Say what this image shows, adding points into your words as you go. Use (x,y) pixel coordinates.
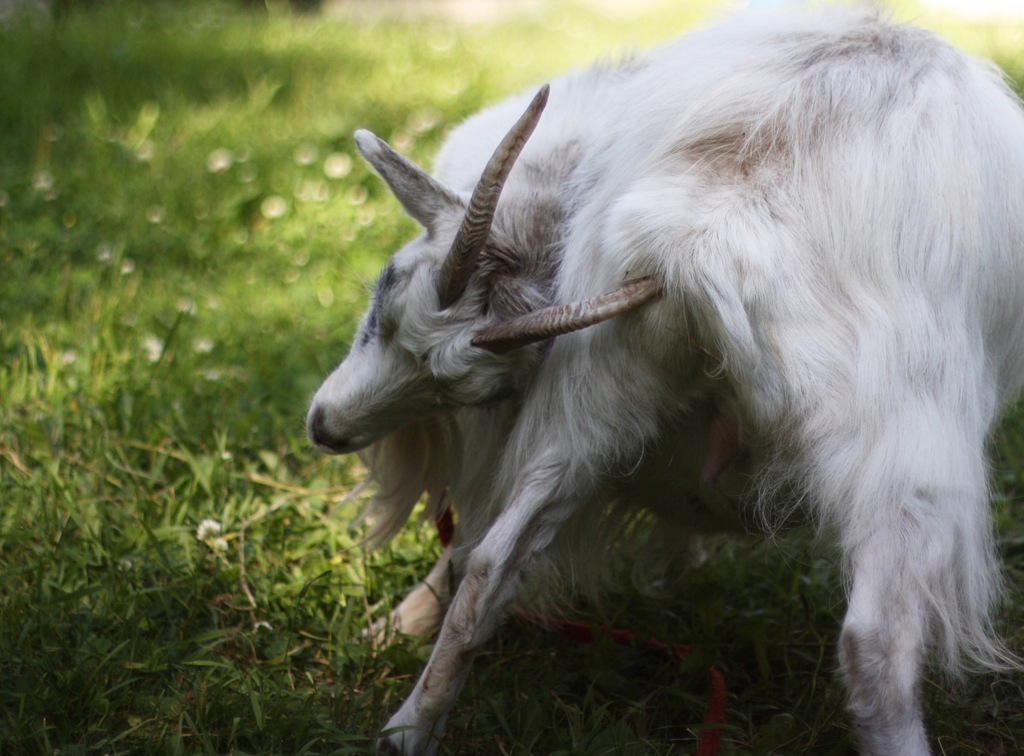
In this image, I can see a goat (552,339), which is white in color. At the bottom of the image (231,534), I can see the grass (221,598).
